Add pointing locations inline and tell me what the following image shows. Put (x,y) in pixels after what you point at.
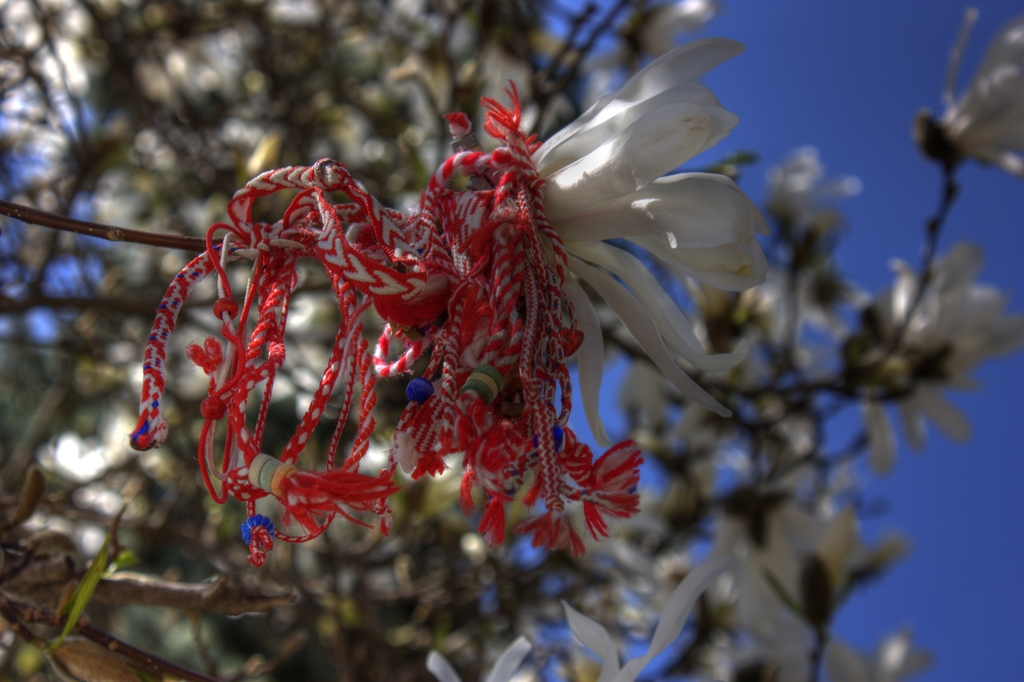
In this picture there is a white color flower (604,204) which has an object (480,254) on it and there are some other flowers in the background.
